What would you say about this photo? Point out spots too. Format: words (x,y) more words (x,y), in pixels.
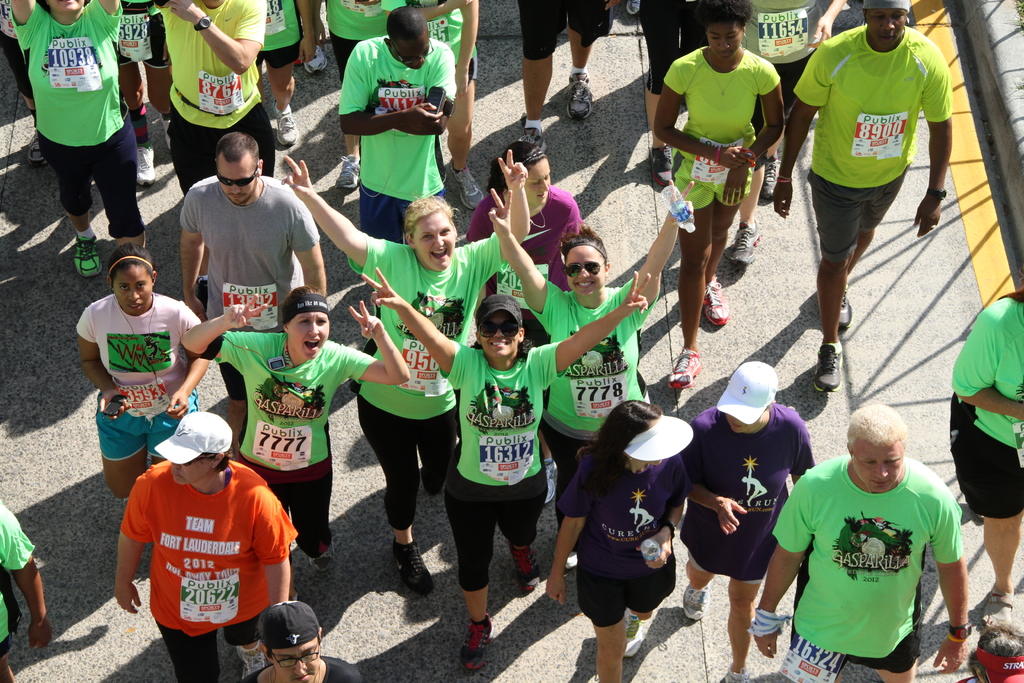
In this picture I can see group of people (695,571) standing on the road (723,583).
